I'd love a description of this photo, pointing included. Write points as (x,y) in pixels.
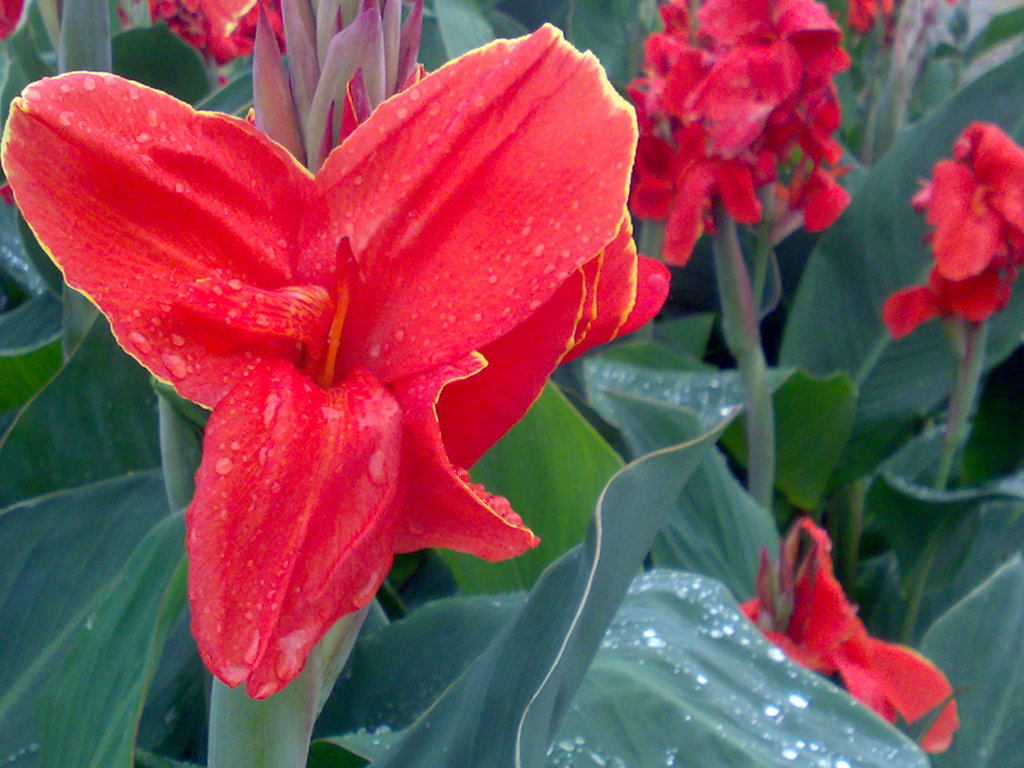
This picture seems to be clicked outside. In the foreground (184,423) we can see the flowers (774,127), green leaves (42,575) of the plants (349,112). At the top (318,95) there is an object (346,38) which seems to be the bud (342,79).
